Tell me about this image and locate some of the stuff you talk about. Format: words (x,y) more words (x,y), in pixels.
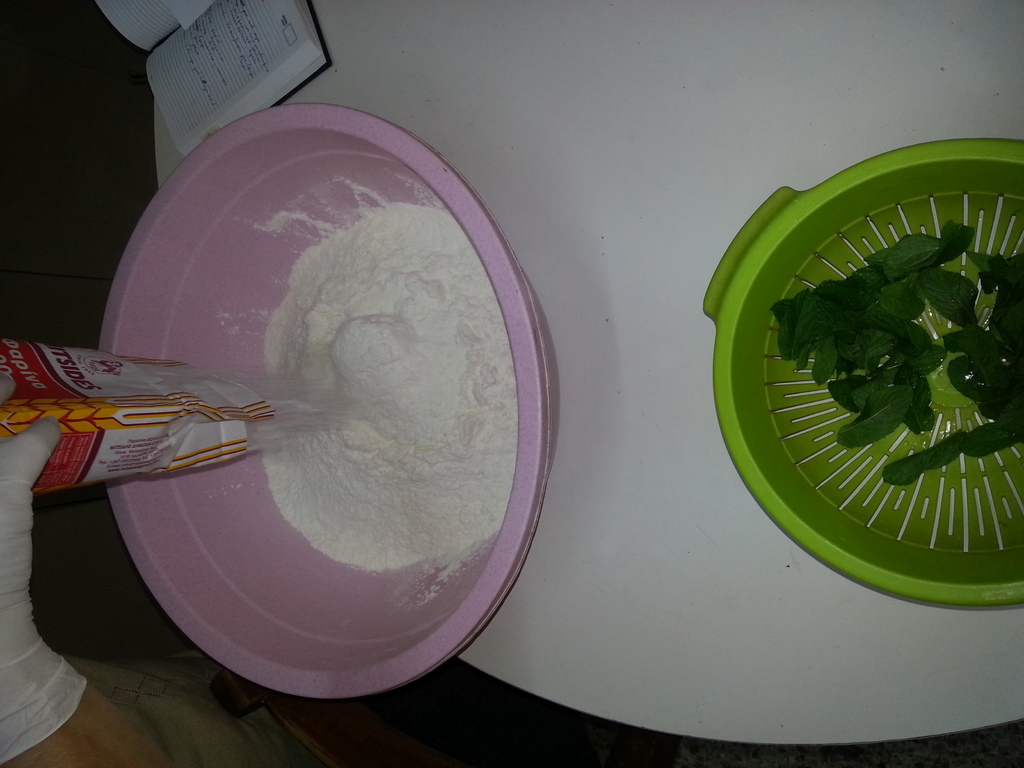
On the left side (2,646), there is a person (30,736) wearing a white color glove (7,636), pouring a white color powder (335,343) in a pink color bowl (386,578) which is on the white color table (621,298). On which, there is a green colored box (940,185) in which, there are leaves (878,346) and there is a book (277,43). And the background (8,81) is dark in color.
